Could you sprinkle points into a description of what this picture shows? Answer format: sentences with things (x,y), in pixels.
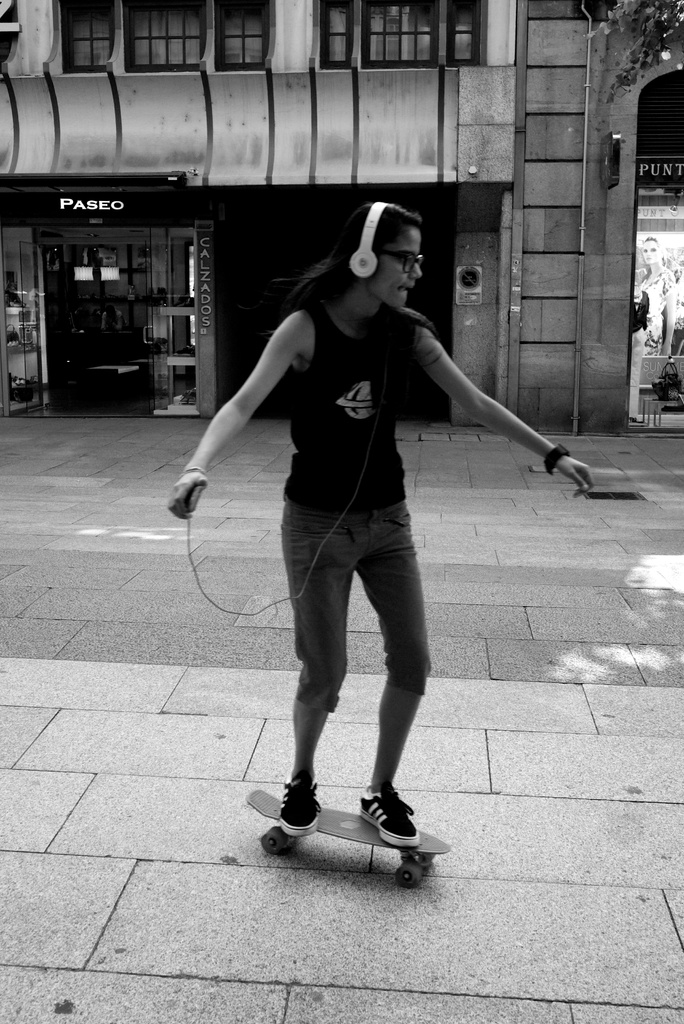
This is a black and white image where we can see a woman (287,296) wearing headsets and spectacles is holding a mobile phone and standing on the skateboard (280,827) and skating on the road (430,822). In the background (43,320), we can see a building (626,155), board (183,204) and glass doors (171,298).
